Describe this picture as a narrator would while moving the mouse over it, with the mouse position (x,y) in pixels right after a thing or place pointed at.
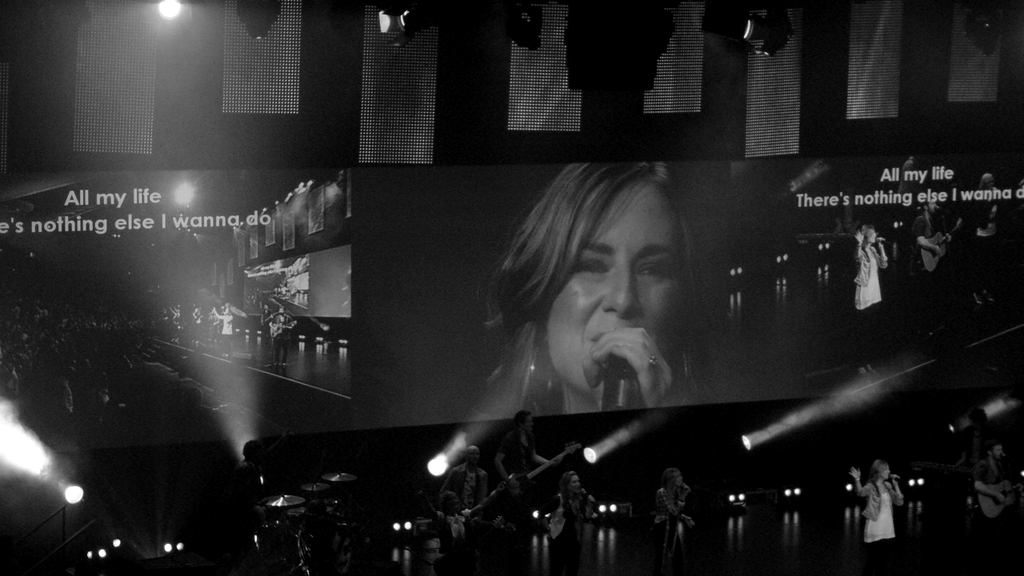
In the foreground of this picture (295,548) we can see the group of people (521,454) standing and seems to be playing musical instruments (527,486) and we can see the group of people (676,519) standing, holding microphones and seems to be singing. In the background (788,495) we can see the focusing lights (789,494) and some other items (513,118). In the center (402,209) we can see the text (951,198) and the pictures (914,249) of group of people (594,304) on an object (441,328) which seems to be the poster (488,232).
